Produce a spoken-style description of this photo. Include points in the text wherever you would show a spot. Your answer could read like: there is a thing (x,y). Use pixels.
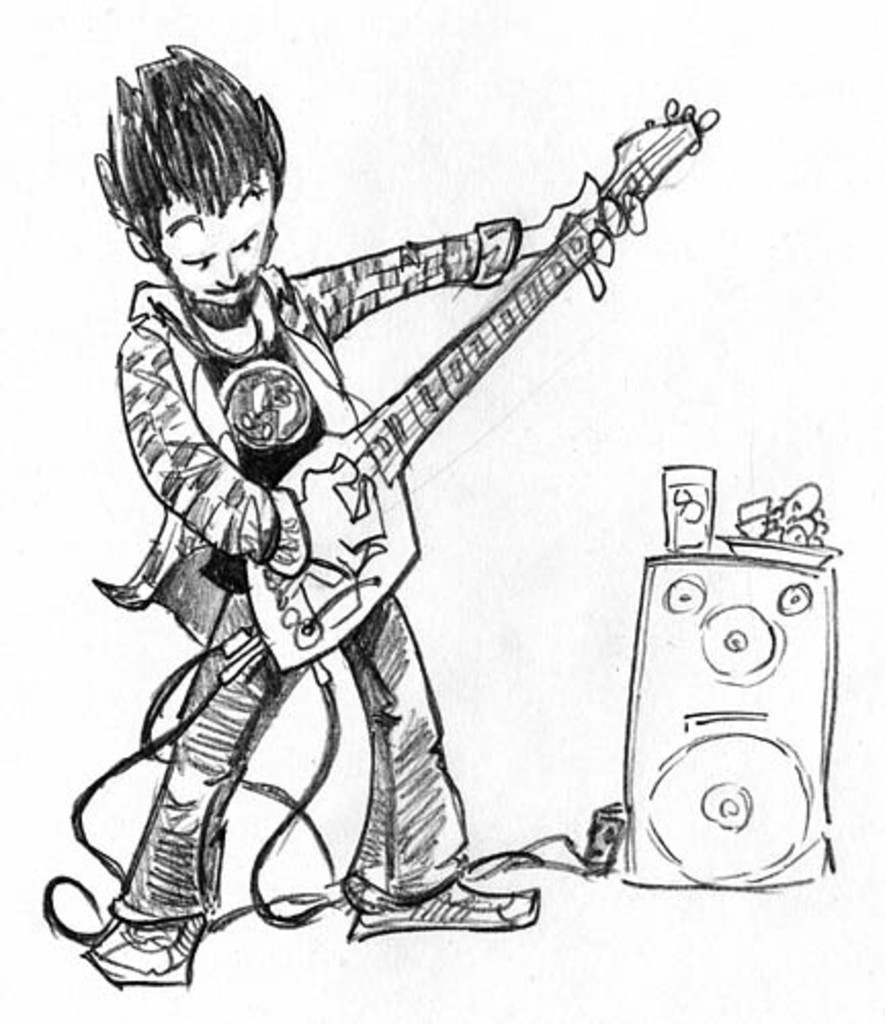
This is a picture of painting a person (255,415) playing a guitar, we can see a speaker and some objects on it.
